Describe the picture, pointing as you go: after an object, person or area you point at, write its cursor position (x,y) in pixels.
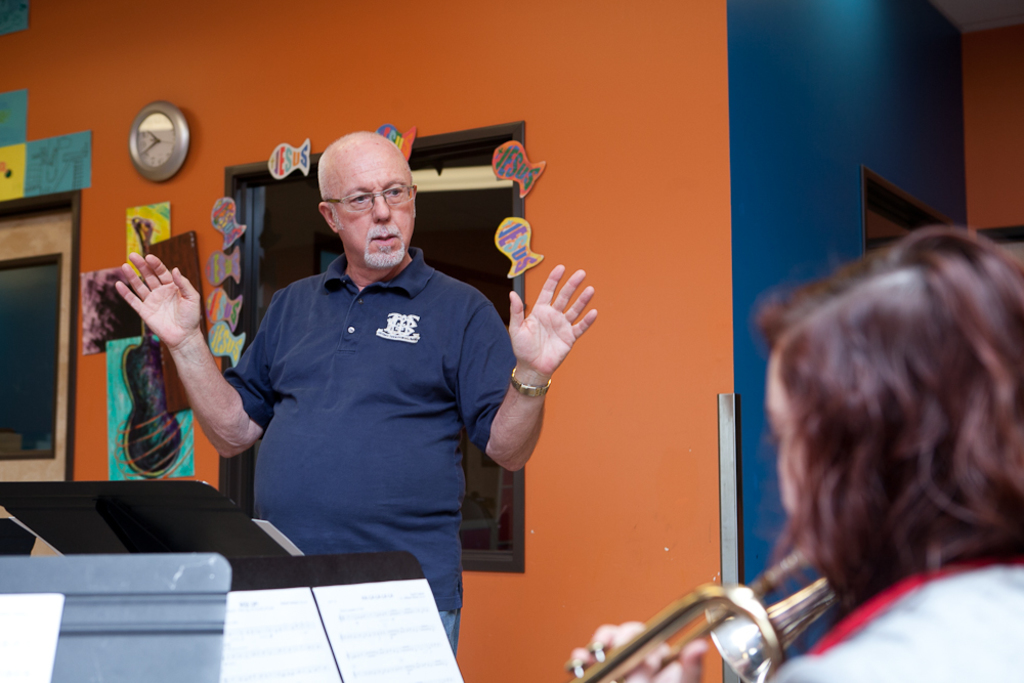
This picture seems to be clicked inside the hall (793,518). On the right corner (881,468) we can see a person (886,606) holding some object (721,613). In the center (371,322) there is a man (388,309) wearing blue color t-shirt (392,376) and standing. In the background (651,135) we can see the wall (650,145), clock (161,126) hanging on the wall (326,3), we can see some other objects (308,150) attached to the wall (601,428) and we can see the windows (458,246) and some other objects (257,614).
